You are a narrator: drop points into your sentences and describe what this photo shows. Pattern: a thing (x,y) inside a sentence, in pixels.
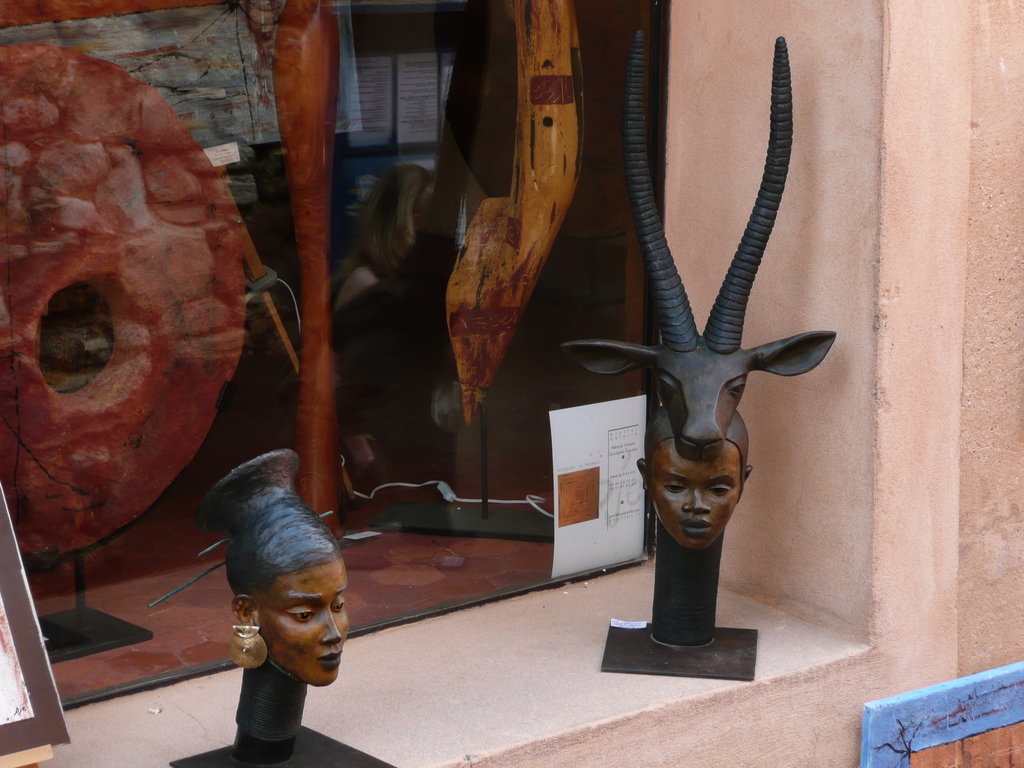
Here I can see two sculptures (728,480) are placed on the wall (482,703). At the back of these there is a glass (475,264) to which a paper (592,438) is attached. In the bottom right (929,739) there is a board (940,733).
